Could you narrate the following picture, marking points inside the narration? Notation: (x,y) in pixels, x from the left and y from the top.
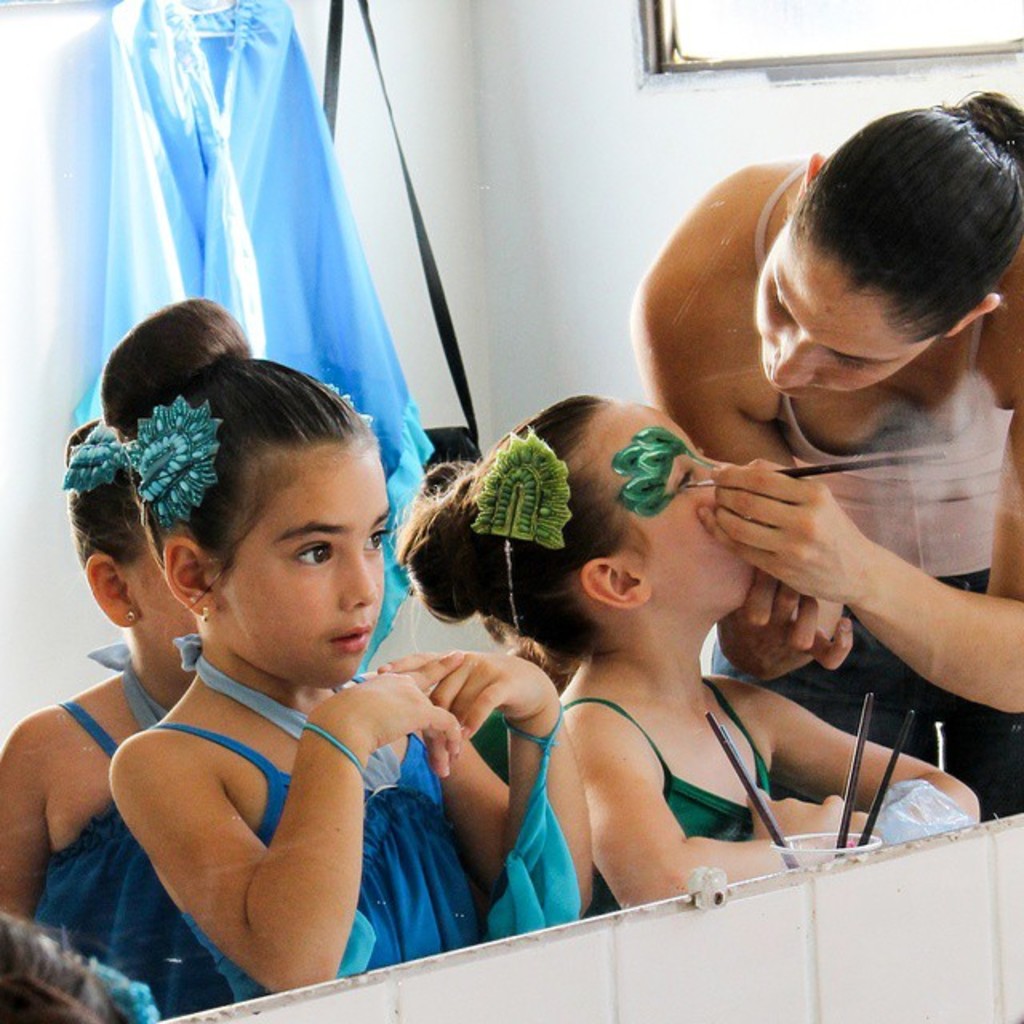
In this picture I can see there are few girls (446,737) standing here and they are wearing blue frocks (416,839) and there is a woman (750,449) standing here and she is holding a brush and in the backdrop (490,222) there is a wall (342,128) and a window (694,45).
